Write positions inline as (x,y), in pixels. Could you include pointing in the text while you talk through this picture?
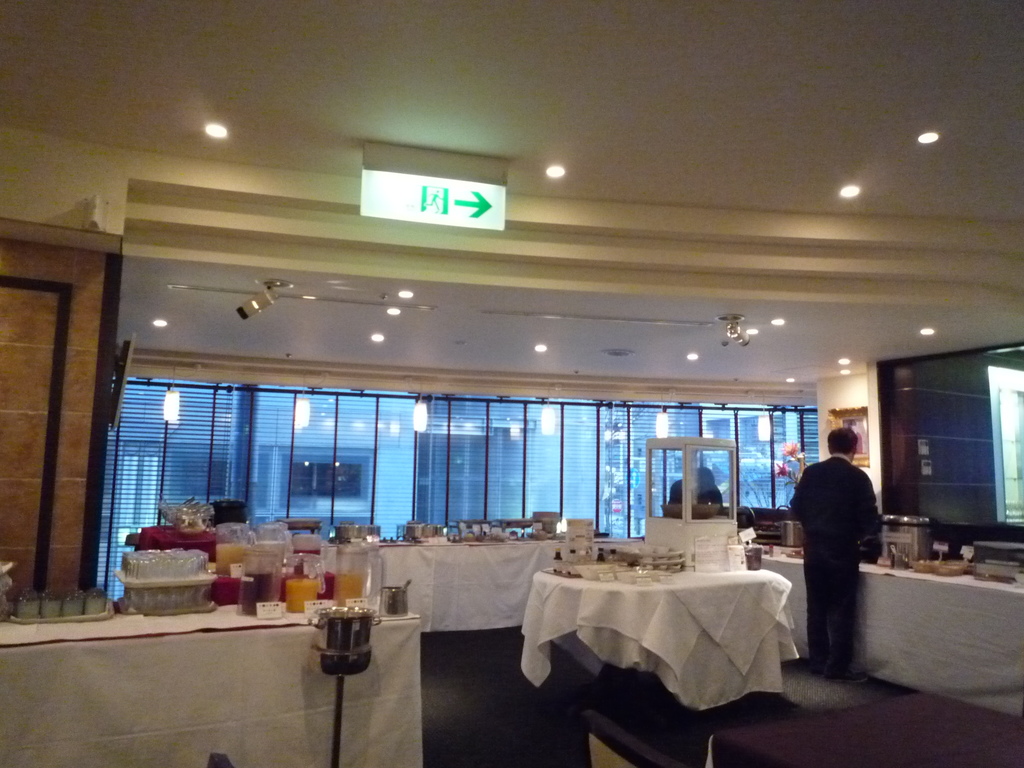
in this picture we can see the room (697,475) with different tables (302,648) with food items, here we can also see the person (864,517) standing, here we can see lights (298,425).
